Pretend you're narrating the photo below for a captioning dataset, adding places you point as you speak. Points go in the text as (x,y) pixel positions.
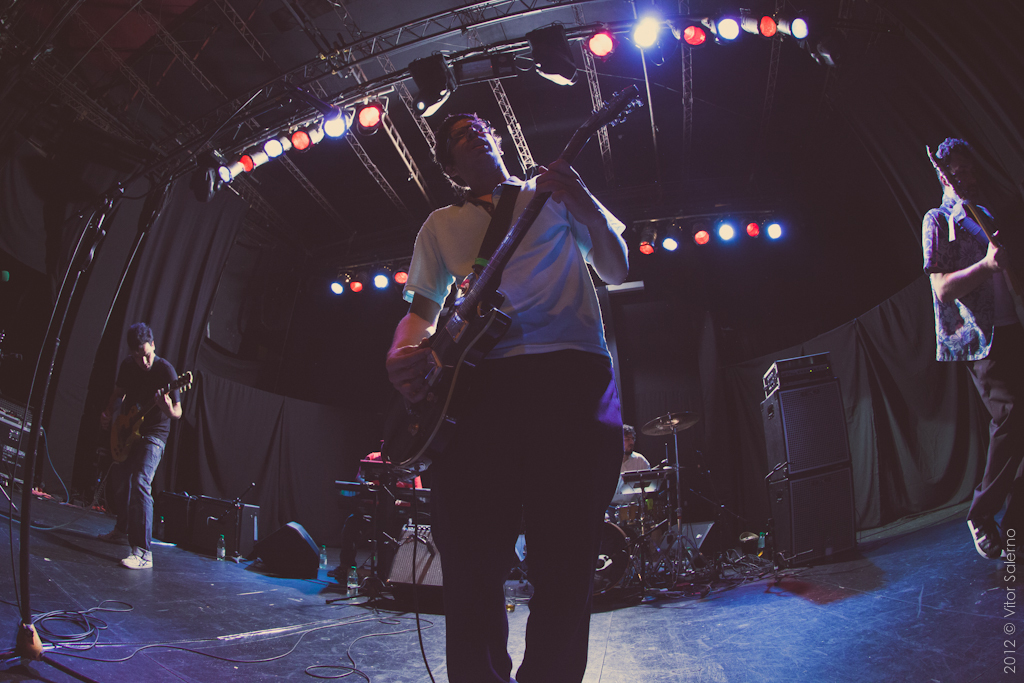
In this picture, we can see a few people (584,621) on the stage (669,586) with musical instruments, we can see some objects (407,618) on the floor (291,591) like speakers (247,527), wires (415,527), stands (81,266), and we can see the black color cloth (735,376) and some poles (70,294), we can see the roof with poles (239,109) and lights (552,46).
